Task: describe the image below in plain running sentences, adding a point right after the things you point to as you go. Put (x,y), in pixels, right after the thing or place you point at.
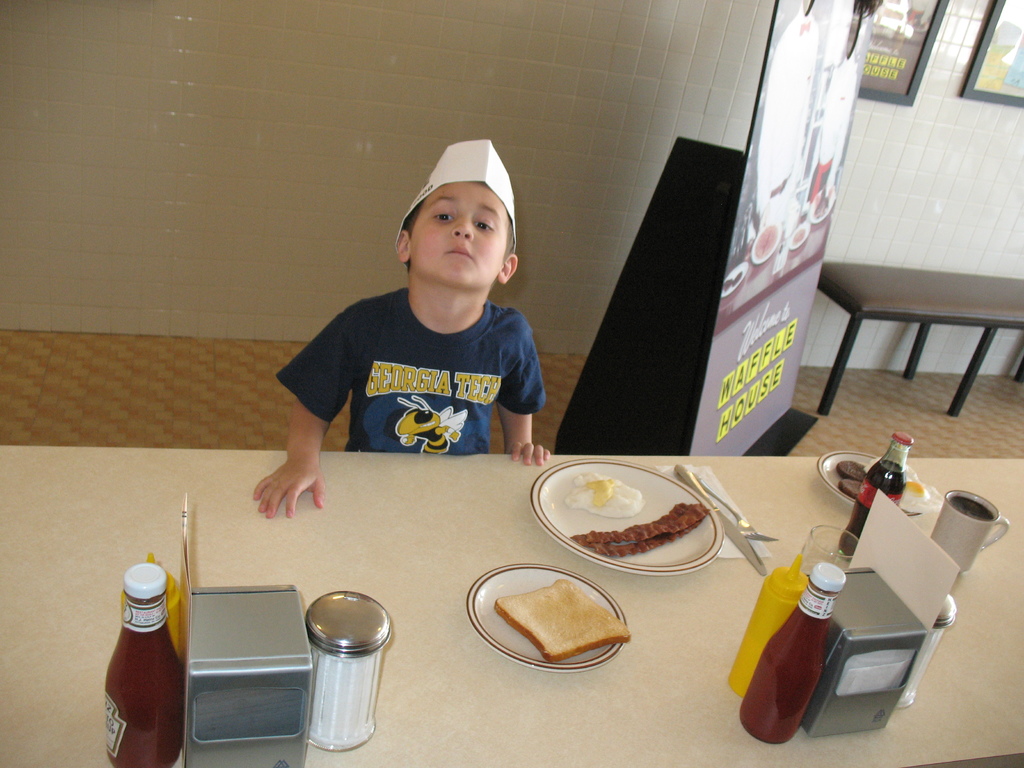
This is the picture of a little guy (454,322) who is standing in front of the table (552,543) on which there are three plates (532,582), cups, jars (346,679) and some things (895,570) placed on it and there is a table (942,294) and two frames (972,84) to the wall (933,85).
